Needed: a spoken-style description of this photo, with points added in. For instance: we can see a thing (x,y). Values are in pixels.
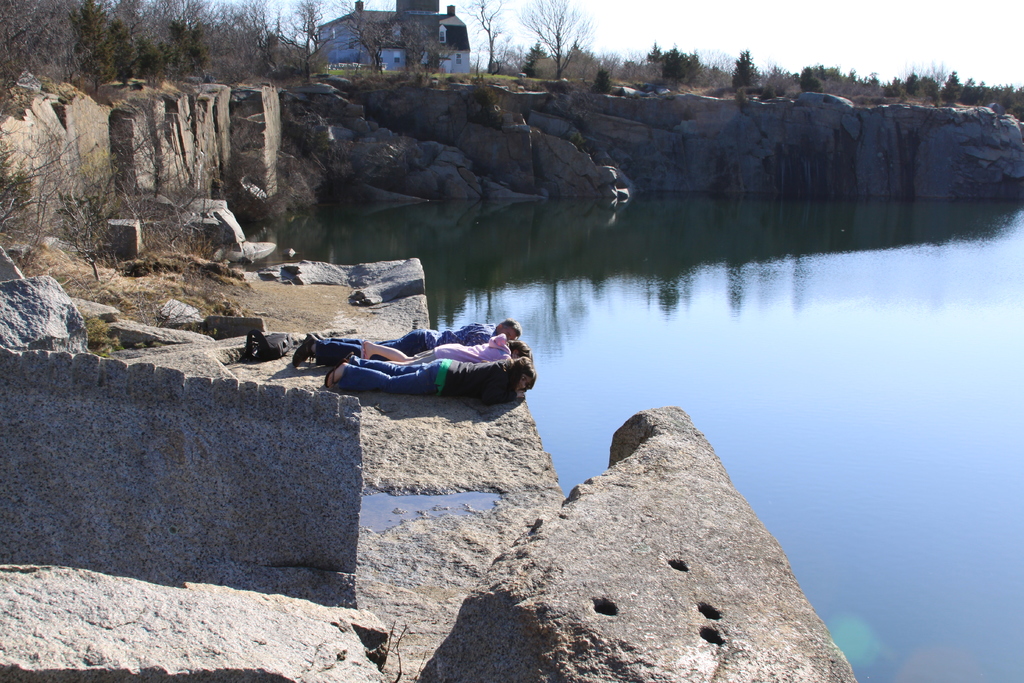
In this picture there are three persons (429,359) who are lying on the corner of the stone (482,405). On the right (1017,425) I can see the water (821,366). In the background (404,51) I can see the building (346,34), beside that I can see many trees (671,80), plants (600,79) and grass (634,79). In the top right (734,53) there is a sky (901,24). At the bottom (118,556) I can see the big stones (239,602).
